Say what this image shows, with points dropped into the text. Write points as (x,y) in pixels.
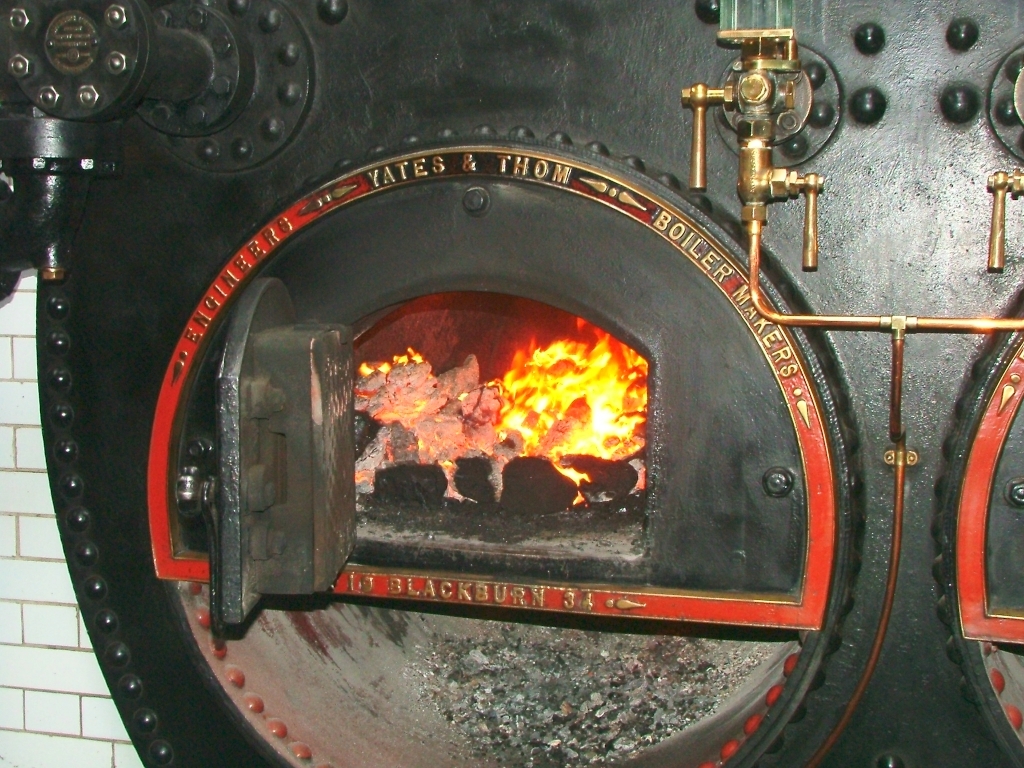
In this picture we can see a machine (129,700), pipes (896,483), fire (534,357) and in the background (29,572) we can see wall (31,681).
